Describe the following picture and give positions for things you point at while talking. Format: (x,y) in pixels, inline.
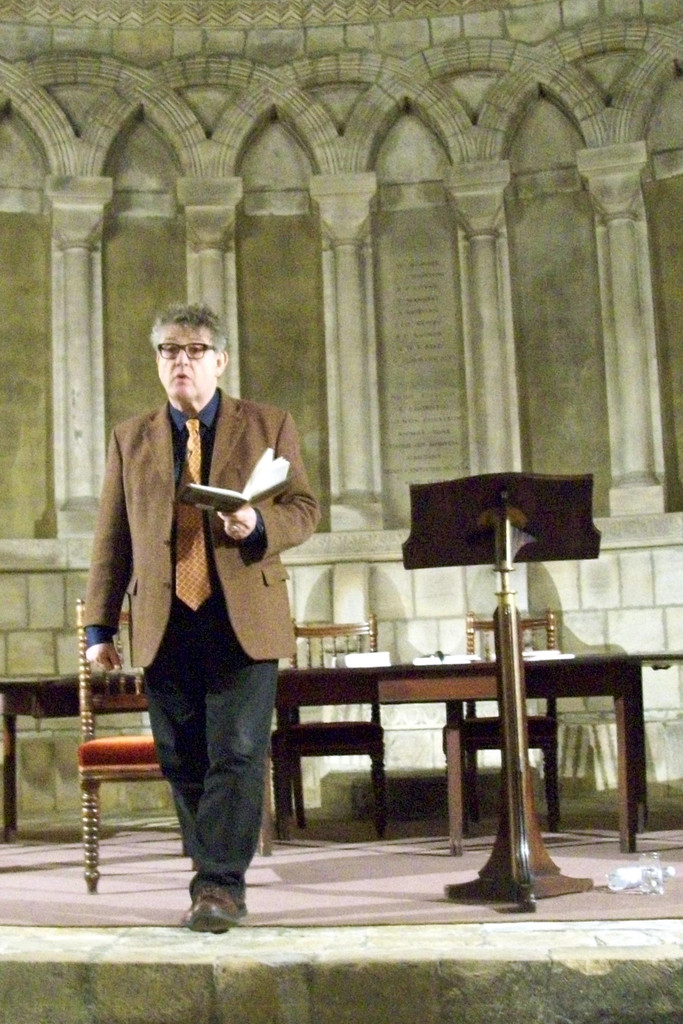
This picture is taken inside a room (459,413). there is a man (196,733) walking and holding book (253,479) in his hand (245,527). Beside to him there is a podium (491,536) and behind him there is a table (378,689) and chairs (343,742). In the background (484,366) there is wall (438,257).
